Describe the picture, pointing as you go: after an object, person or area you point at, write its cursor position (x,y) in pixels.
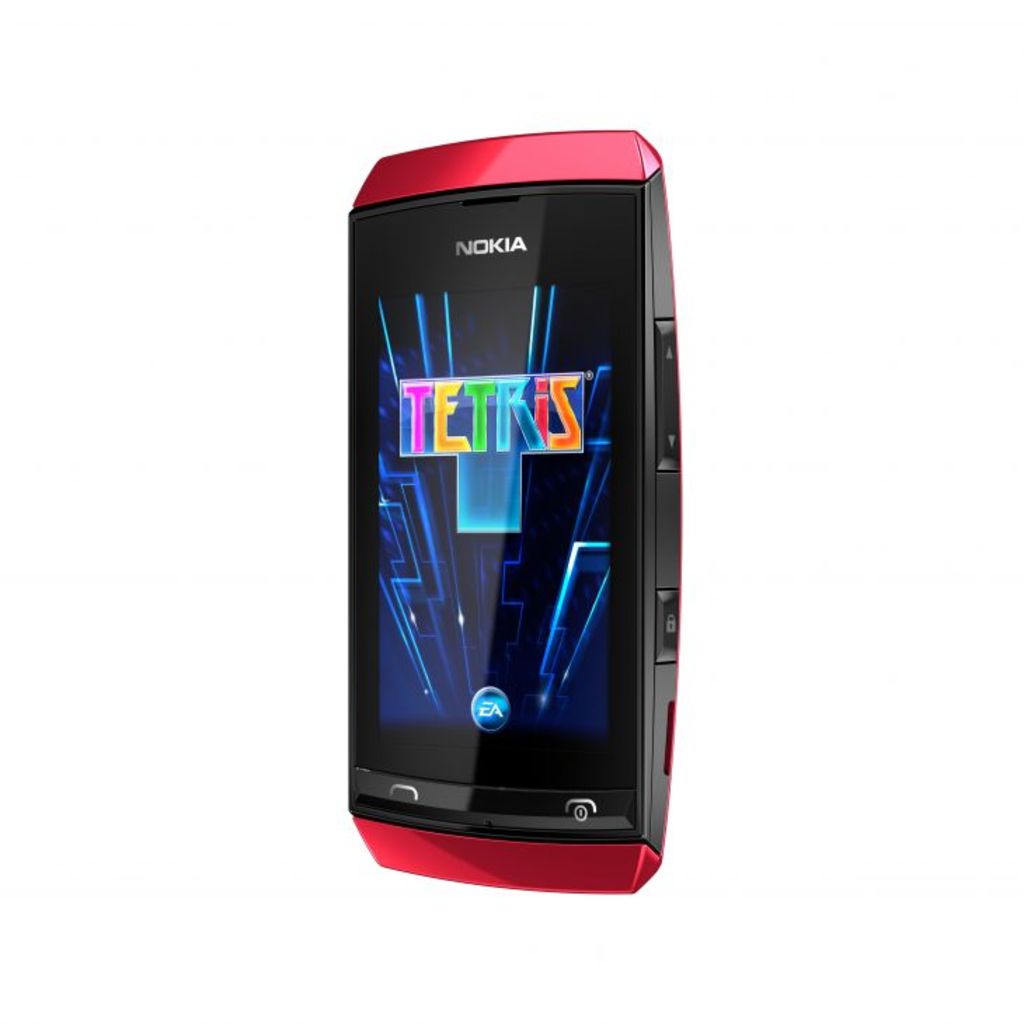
In this image I can see white color background (734,150) and I can see a phone (392,517) in the middle (384,617) and top of the phone (393,422) I can see colorful screen (536,448).
